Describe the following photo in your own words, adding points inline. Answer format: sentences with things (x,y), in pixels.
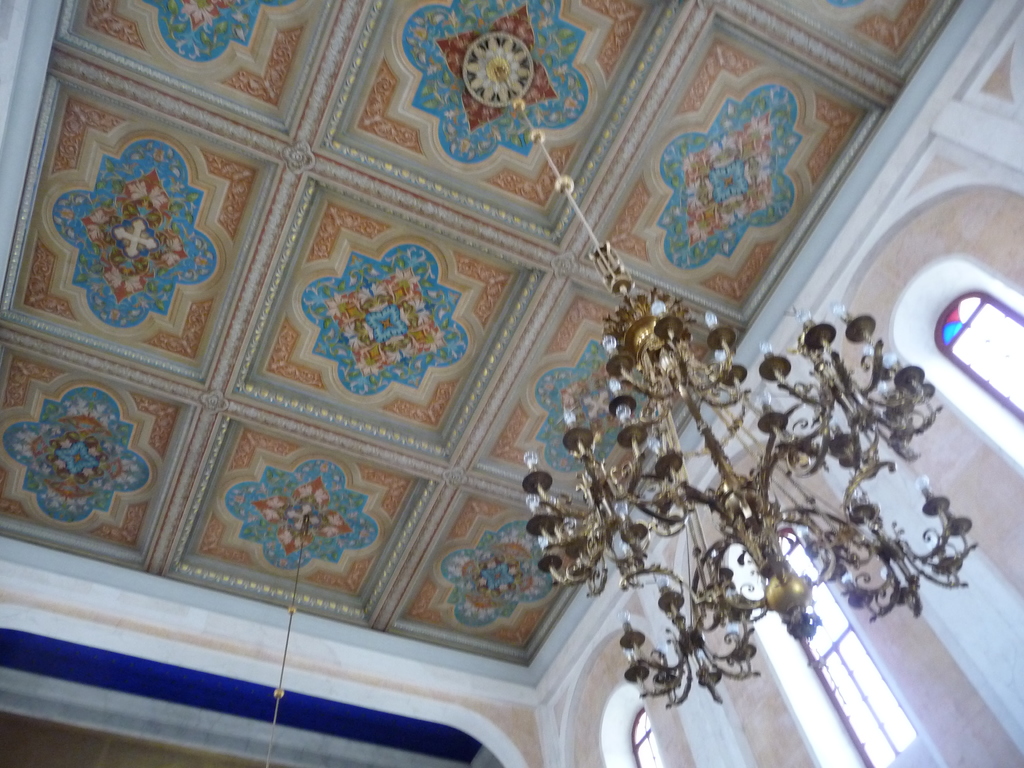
This is an inside view of a room (616,656). On the right side (986,526), I can see the wall (975,624) along with the windows (986,366). Here I can see a chandelier (612,481) which is hanging to the top (521,102).
